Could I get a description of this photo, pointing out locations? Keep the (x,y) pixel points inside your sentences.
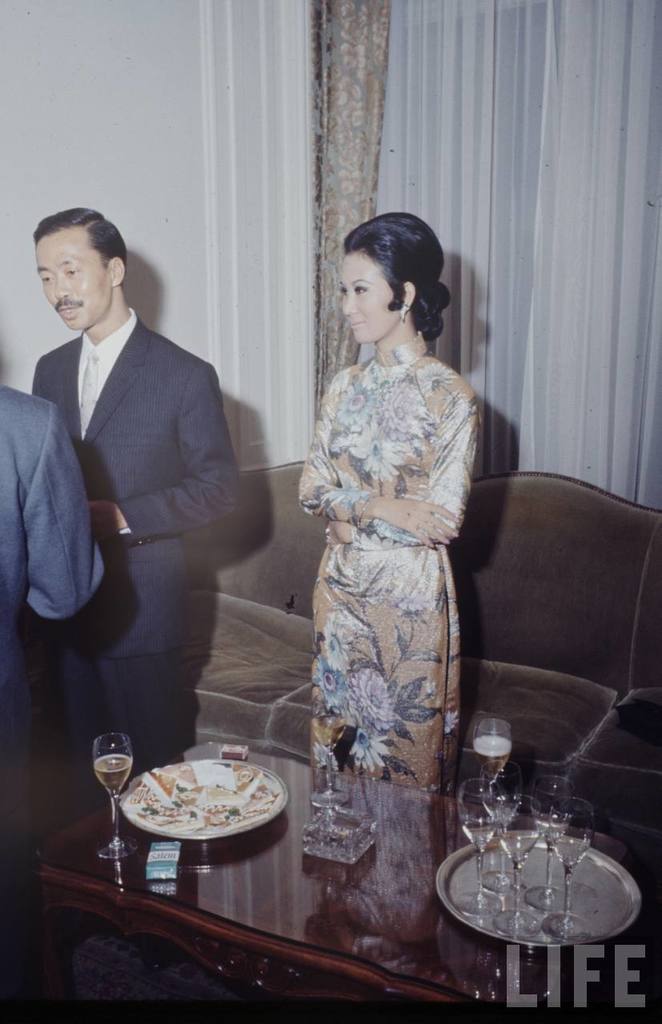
This picture is taken in a room. In the center of the image (390,462) there is a woman (397,287) standing, she is smiling. On the foreground (351,847) there is a table (380,788), on the table (241,847) there are plates (227,823), glasses (515,877) and ashtray (335,837). In the background (370,132) there are curtains (370,132) and a couch (567,575). On the left (179,399) there is a man (151,628) in suit (143,445) is standing and talking.
